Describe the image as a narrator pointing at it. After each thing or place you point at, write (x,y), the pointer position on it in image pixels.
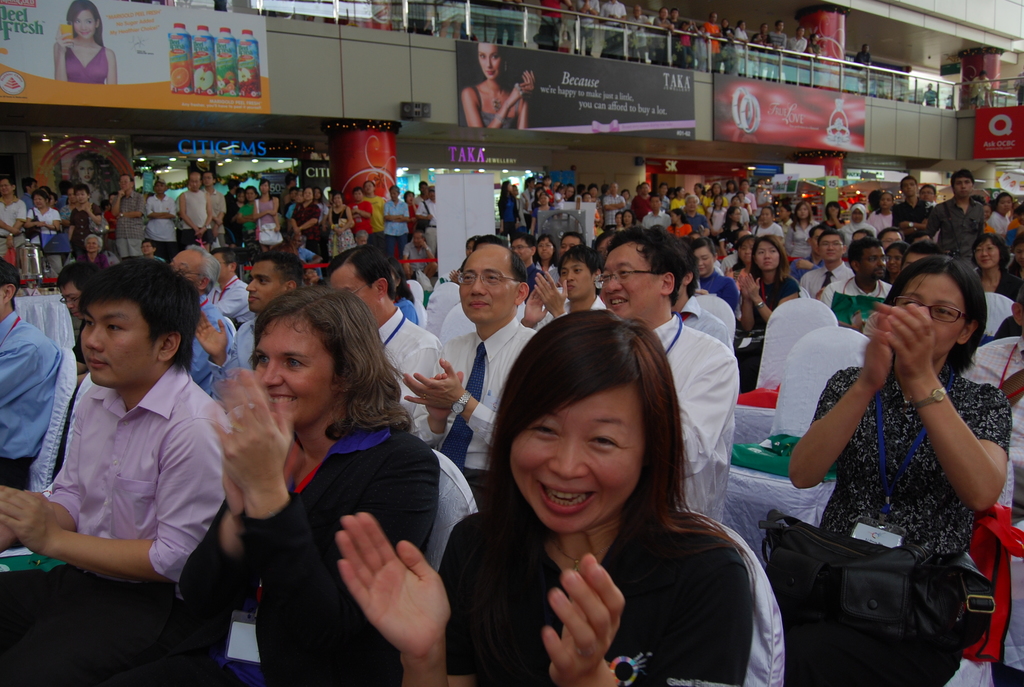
In the middle of the image (655,263) few people (29,385) are sitting on a chair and smiling. Behind them few people (970,211) are standing and watching. Top of the image (246,11) there is fencing (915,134), on the fencing (463,29) there are some banners (62,29). Behind the fencing (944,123) few people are standing and watching.
